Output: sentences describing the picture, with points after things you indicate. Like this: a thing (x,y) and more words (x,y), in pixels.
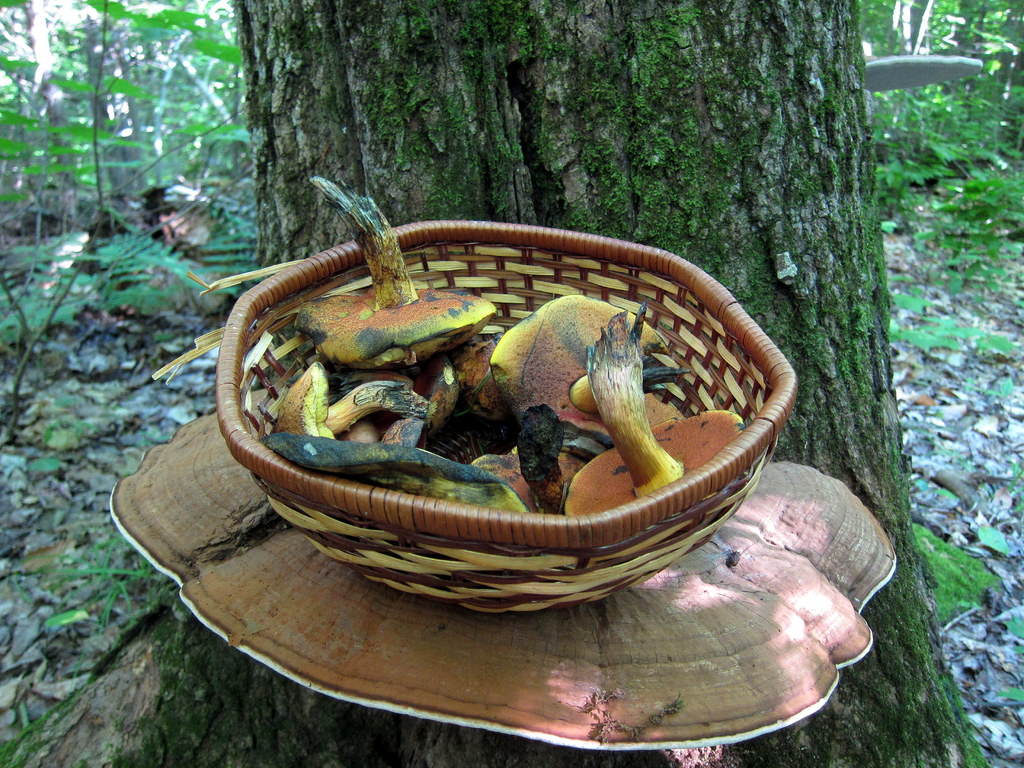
In this picture, we see a basket (557,520) containing the mushrooms (575,446) is placed on the brown color thing (438,641). Behind that, we see the stem (588,189) of the tree (608,185). At the bottom (80,574), we see the dry leaves (65,640) and twigs (959,620). There are trees (919,140) in the background (197,148).
